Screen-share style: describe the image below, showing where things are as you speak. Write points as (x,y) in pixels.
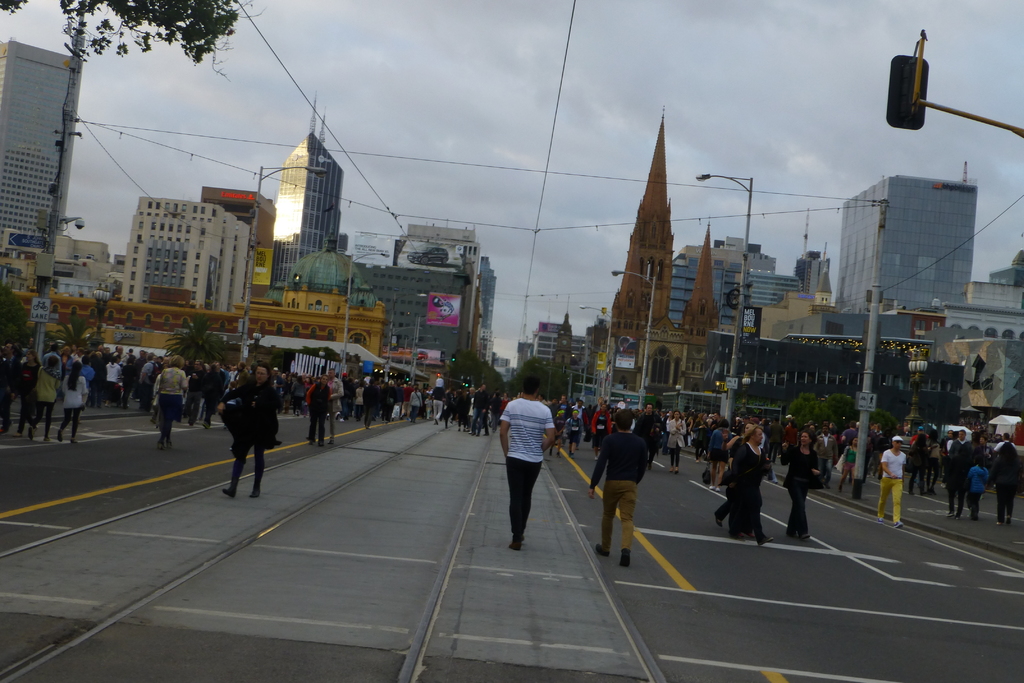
At the bottom of the image (709,493) there is a road (101,444). On the road (101,444) there are many people (550,443) walking. In the background (485,291) there are many buildings (737,246), poles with street light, traffic lights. And also there are few electrical poles (64,103) with wires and also there are few trees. At the top of the image (382,88) there is a sky (540,96) with clouds (149,81).
